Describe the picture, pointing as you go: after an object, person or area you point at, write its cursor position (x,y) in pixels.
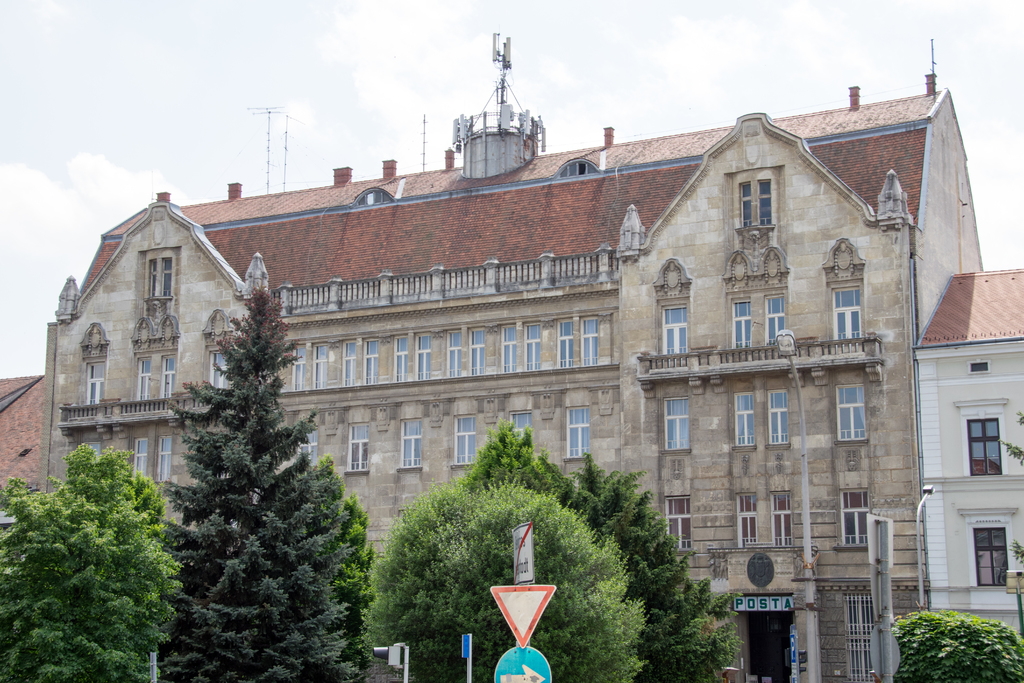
In this image in the center (573,349) there are buildings (458,327) trees (425,632), at the bottom (526,656) there are poles (814,640) and boards (532,608). And at the top of the building (483,151) there are poles (502,80), antennas (288,114) and at the top of the image (634,73) there is sky (36,208).
